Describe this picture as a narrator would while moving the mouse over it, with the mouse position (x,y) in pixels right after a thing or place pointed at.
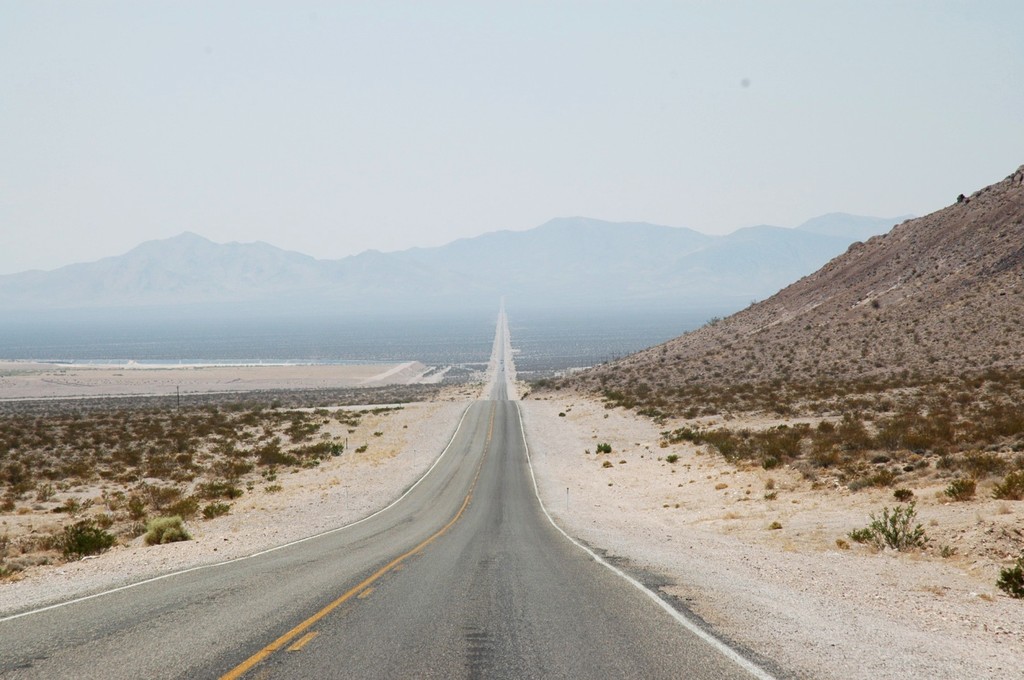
This image consists of a road (492,505). On the left (167,539) and right, there are small plants (601,448) on the ground (351,462). In the background (523,278), there is a mountain (171,295). At the top (567,106), there is sky (548,100).
